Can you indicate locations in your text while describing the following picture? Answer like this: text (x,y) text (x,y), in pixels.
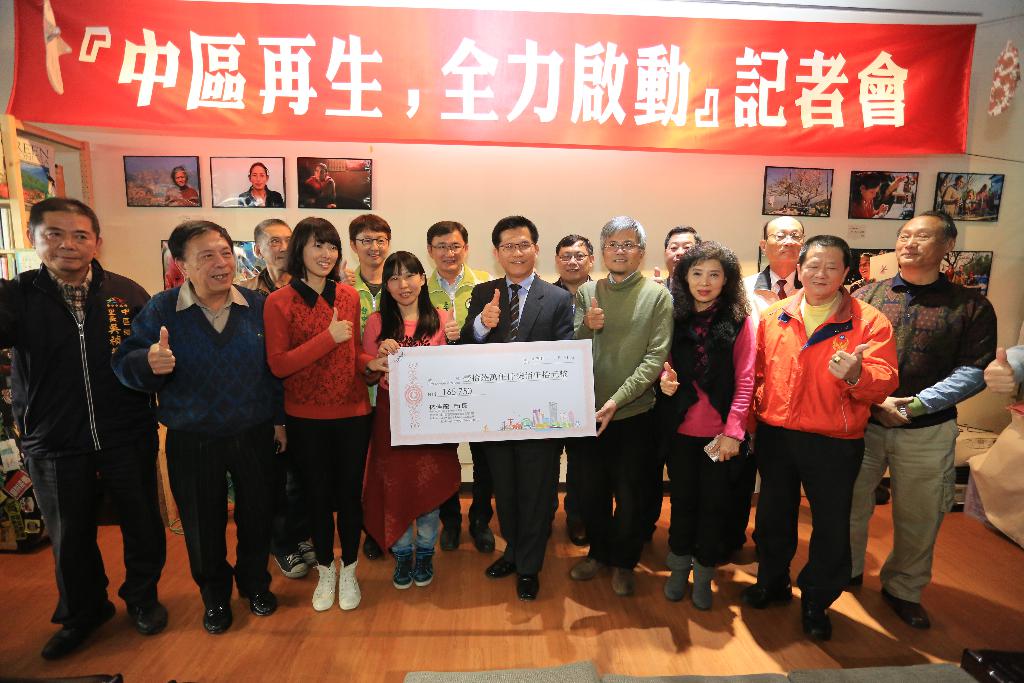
In this image we can see a group of people (319,355) are standing, and smiling, and holding a cheque (586,346) in the hand (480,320), at the back (366,24) there is a banner (602,92), there is a wall (749,156) and photo frames (325,181) on it.
